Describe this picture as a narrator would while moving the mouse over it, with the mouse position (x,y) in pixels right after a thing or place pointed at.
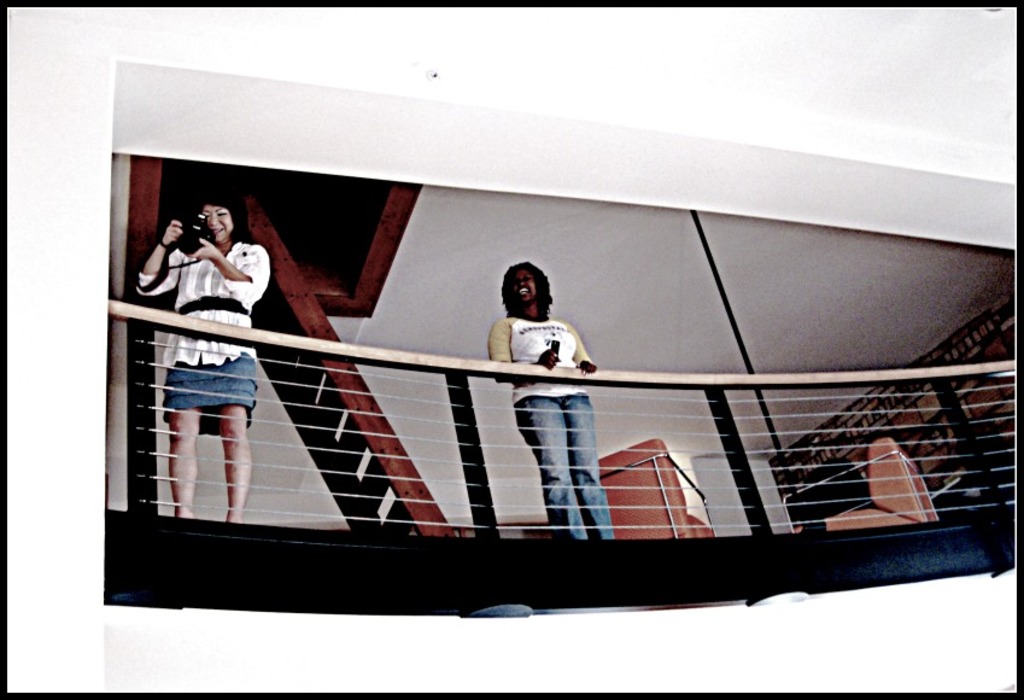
In the center of the image (540,406) we can see two people (235,410) standing on the building (855,538) and we can see a railing (1004,502). In the background (1014,378) there is a shelf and a wall (431,397).
